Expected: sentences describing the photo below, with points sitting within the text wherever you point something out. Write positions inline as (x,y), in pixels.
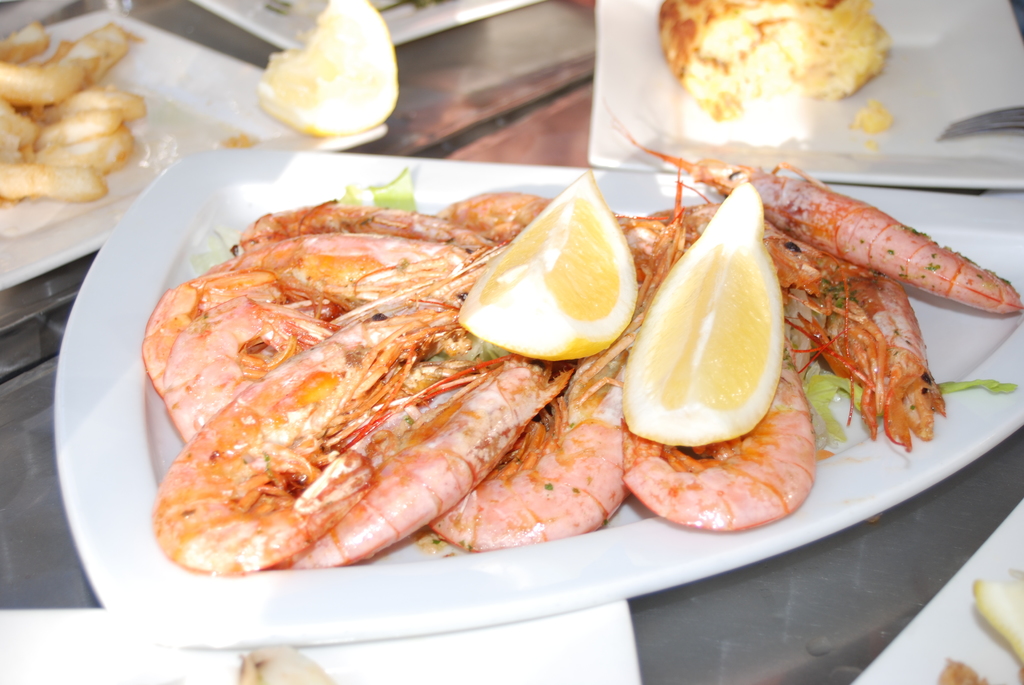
In this picture we can see some prawns (444,371) and Lemons (605,275) placed in the plate (389,578). Beside there are some white plates (646,89) and food (297,118).
